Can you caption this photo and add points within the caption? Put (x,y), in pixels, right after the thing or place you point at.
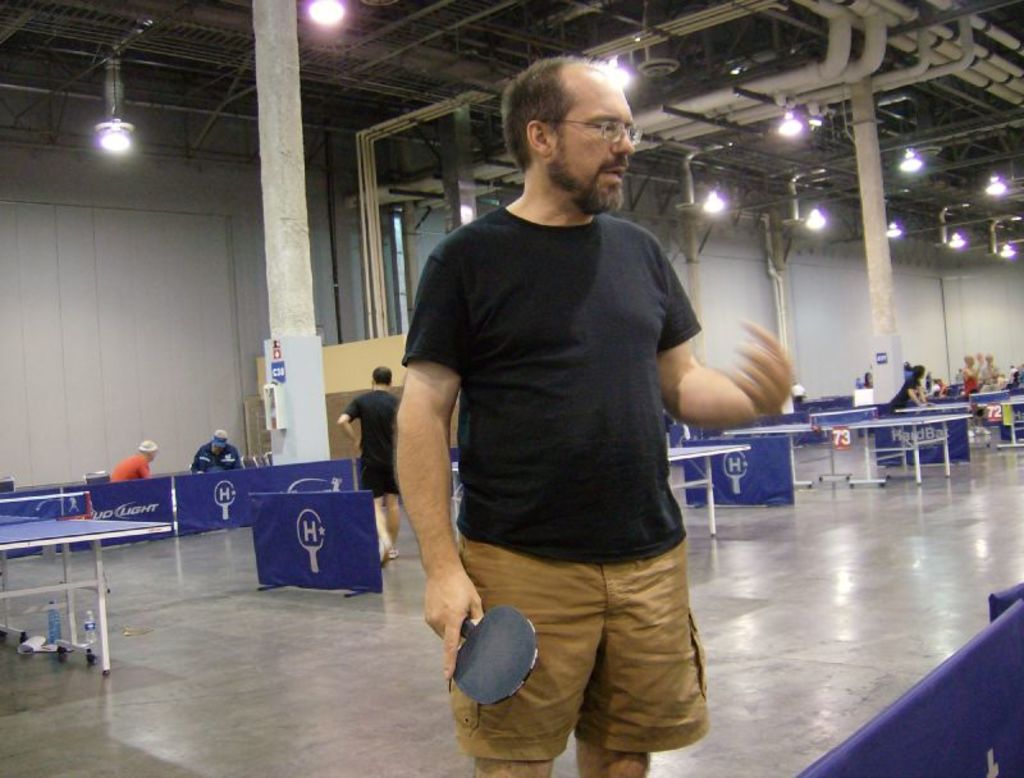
In this image we can see people (560,152) standing on the floor (320,598) and holding bats (518,646) in their hands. In the background (721,201) there are electric lights (711,210), pipelines (794,180), tables (104,620), disposal bottles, sign boards (297,551) and advertisements (269,499).
